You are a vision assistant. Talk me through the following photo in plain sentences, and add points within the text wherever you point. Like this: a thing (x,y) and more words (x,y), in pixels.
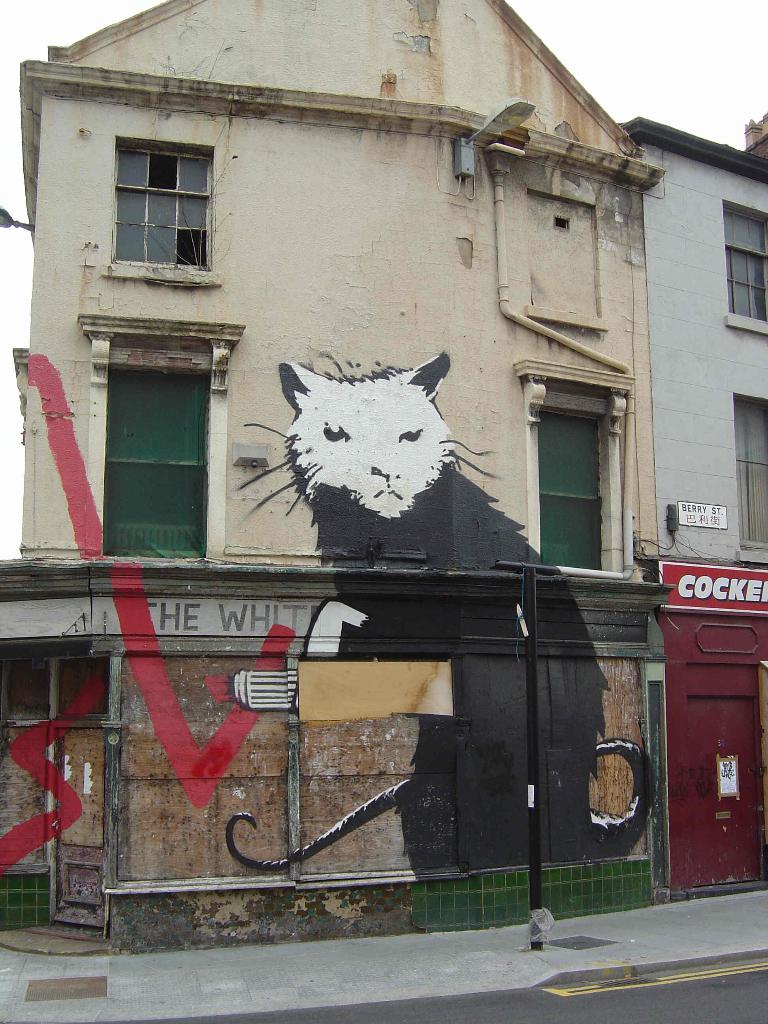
In this image we can see the road (726,966), art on the wall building (694,271), board (683,588) and the sky (679,102) in the background (636,102).
